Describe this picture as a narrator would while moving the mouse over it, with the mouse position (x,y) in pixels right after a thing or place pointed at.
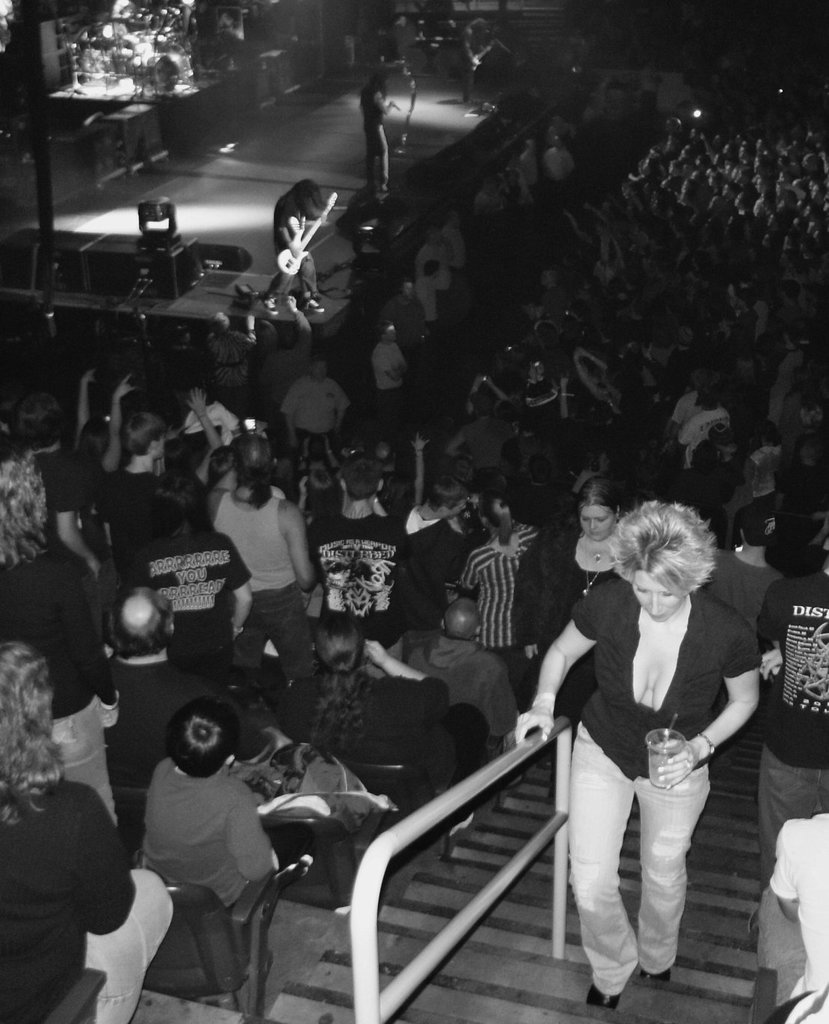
In this picture we can see group of people (438,259) and lights (160,235), on the right side of the image (657,713) we can see a woman (692,722), she is holding a glass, in the background (465,58) we can find few people (368,125) playing musical instruments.
